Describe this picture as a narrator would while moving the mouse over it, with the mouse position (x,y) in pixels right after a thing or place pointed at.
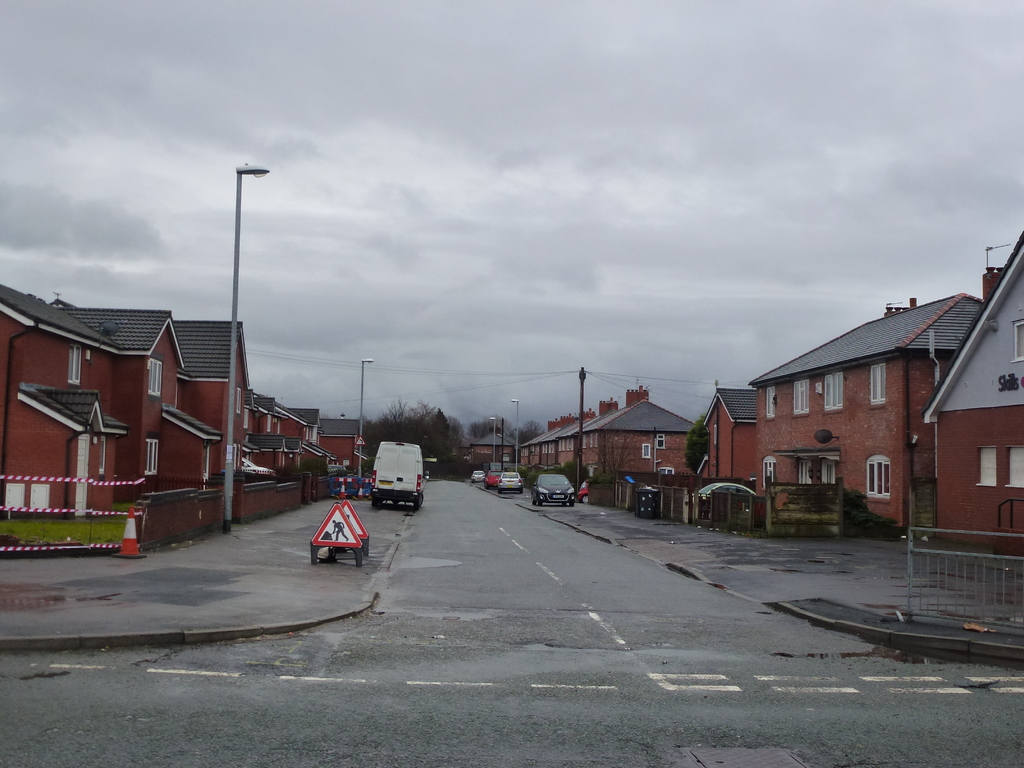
In the center of the image (449,503) there is a road (537,628) and we can see cars (392,461) on the road (529,573) and there is a sign boards (343,516). In the background (414,150) there are buildings (263,412), poles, trees (507,429) and sky (511,363). On the right (847,537) there is fence (961,554).
